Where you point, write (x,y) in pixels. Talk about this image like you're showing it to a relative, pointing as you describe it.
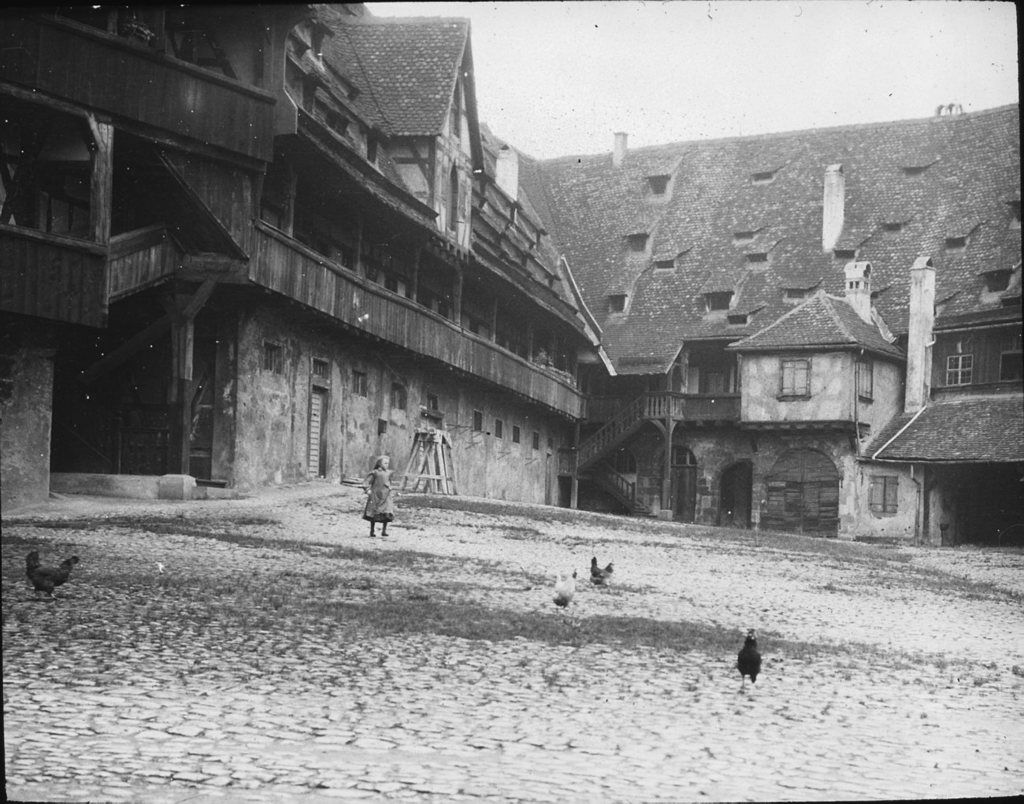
In this image there are birds (606,565) in the center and there is a girl (381,513) walking. In the background (392,280) there are buildings (494,336).
